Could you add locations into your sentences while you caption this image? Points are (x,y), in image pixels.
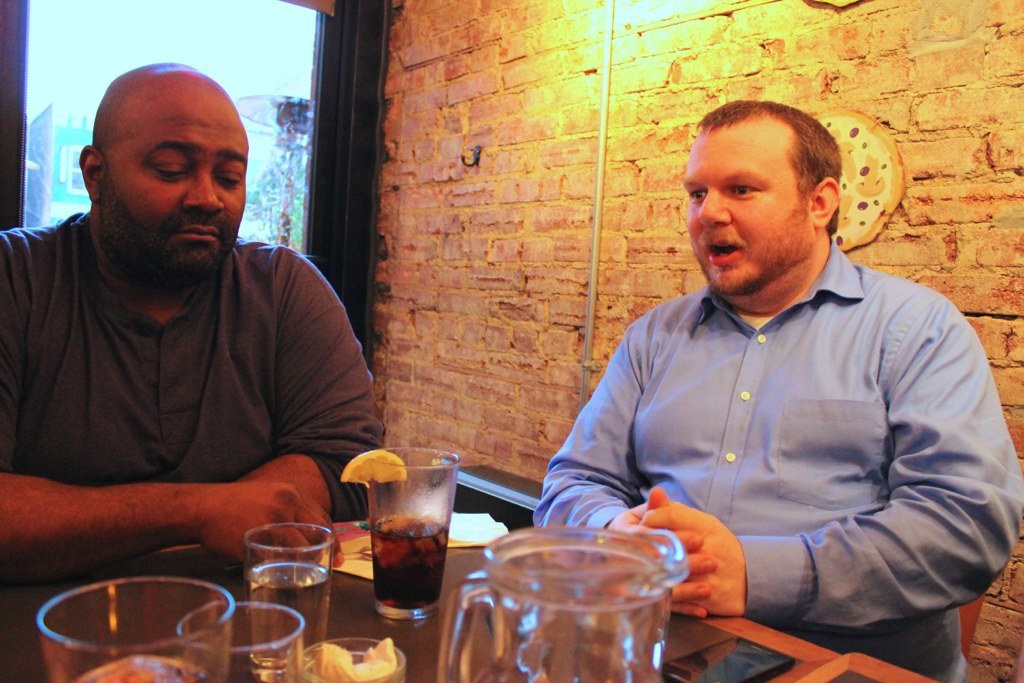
In this image we can see persons (718,374) sitting at the table (462,555). On the table (468,567) we can see glasses (426,522), beverage (417,543), lemons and mobile phone (688,672). In the background (939,56) there is a wall (774,91) and window (240,50).
